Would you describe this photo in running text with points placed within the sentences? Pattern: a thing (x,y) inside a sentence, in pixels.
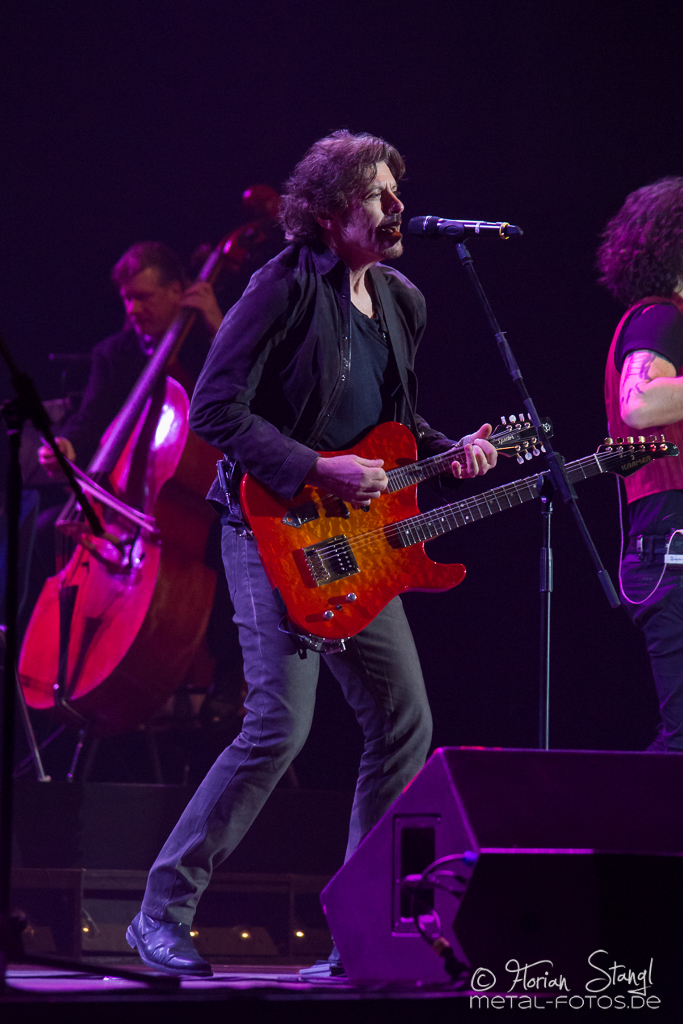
In this image we can see the people (312,438) standing and playing the guitars (397,571). We can also see the mics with the stands (8,521). We can see some other objects (679,821). We can see the lights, stage (115,944) and also the text (615,966).
